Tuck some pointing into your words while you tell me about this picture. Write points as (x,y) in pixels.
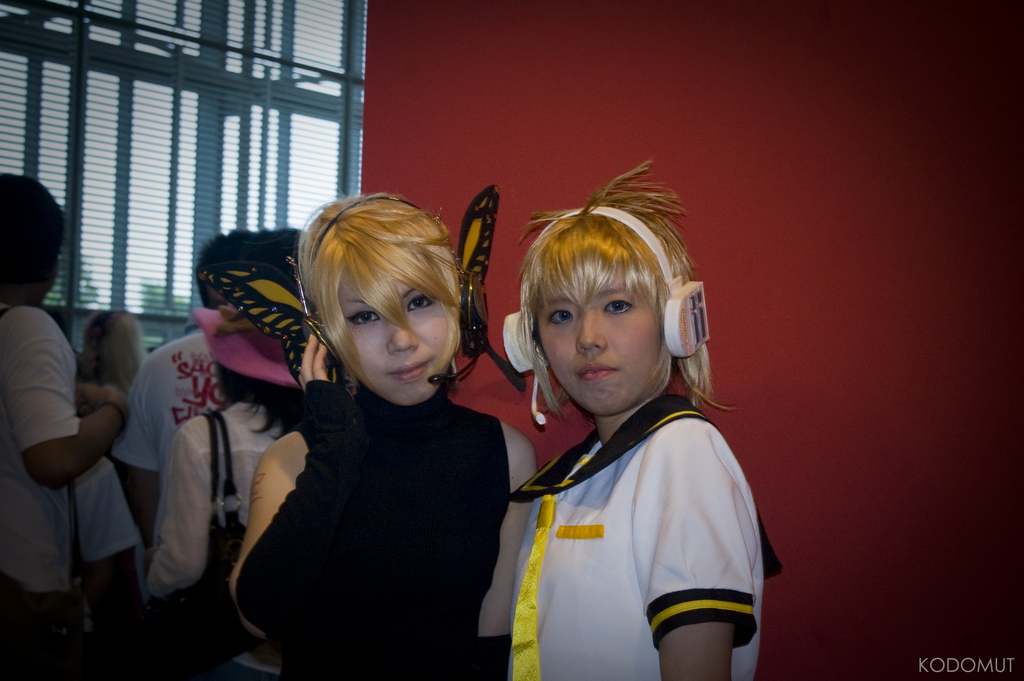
In this picture we can see two women (397,664) standing with headsets (668,328) and in the background (77,437) we can see some persons (87,322), wall (653,120).
